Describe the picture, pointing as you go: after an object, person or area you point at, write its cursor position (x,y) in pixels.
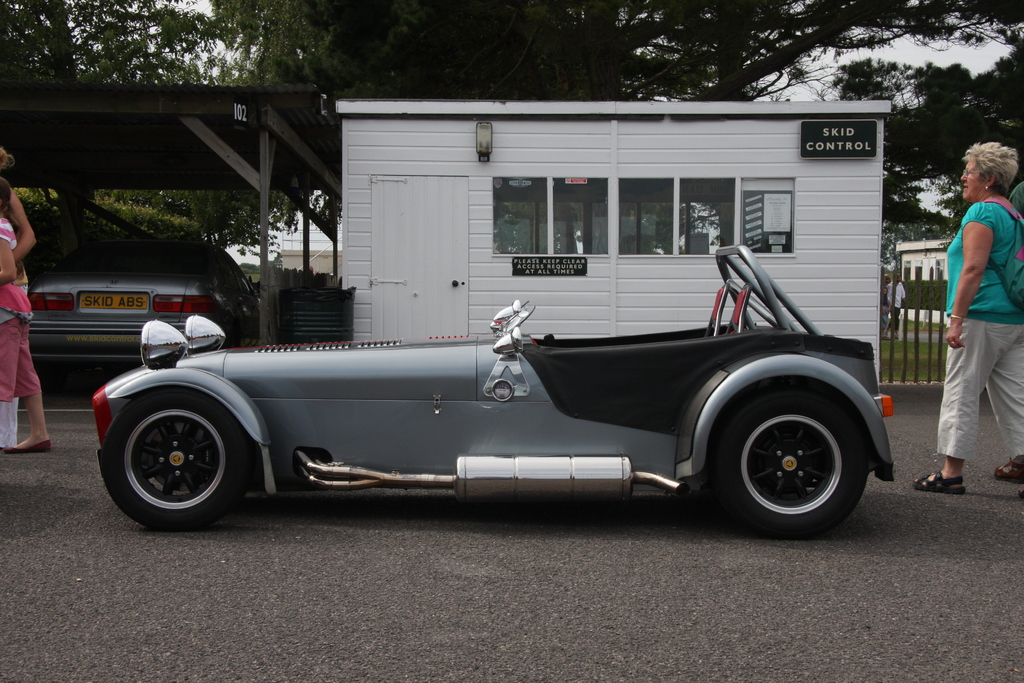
There is a vehicle (510,426) on the road (591,534). On the right side (959,334) there is a lady (972,294) wearing bag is standing. On the left side (19,305) some people (17,282) are standing. In the back (30,295) there is a car (124,265) on the shed (160,180). Also there is a white color building (598,244) with windows (578,236) and door (463,239). On the wall (506,139) there is a light (486,135) and some boards (788,202) are there. In the background (510,28) there are trees (538,31), railing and building (915,257). Also there is a bin (325,301) near to the shed (279,146).
